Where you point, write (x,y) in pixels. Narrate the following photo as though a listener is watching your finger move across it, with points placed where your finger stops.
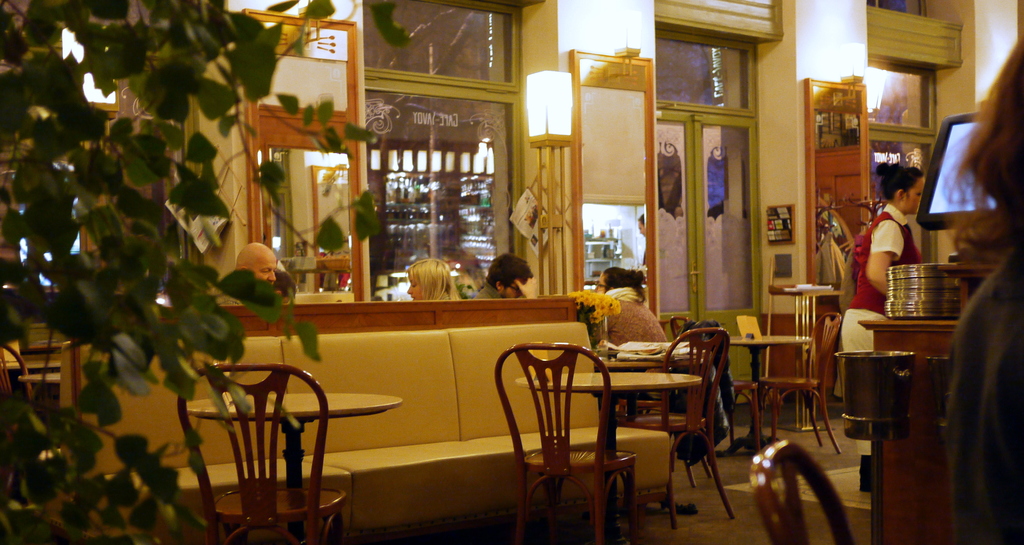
In this image, we can see tables (758,359), chairs (698,364), a bin (873,392) and there are plates (934,301) and a monitor (959,200) are on the stand (911,493) and there are lights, boards (843,157), papers (180,210), people (886,214), plants (69,134), stands (934,331) and there are doors (674,170) and some other objects (887,143). At the bottom (682,518), there is a floor (698,513).
